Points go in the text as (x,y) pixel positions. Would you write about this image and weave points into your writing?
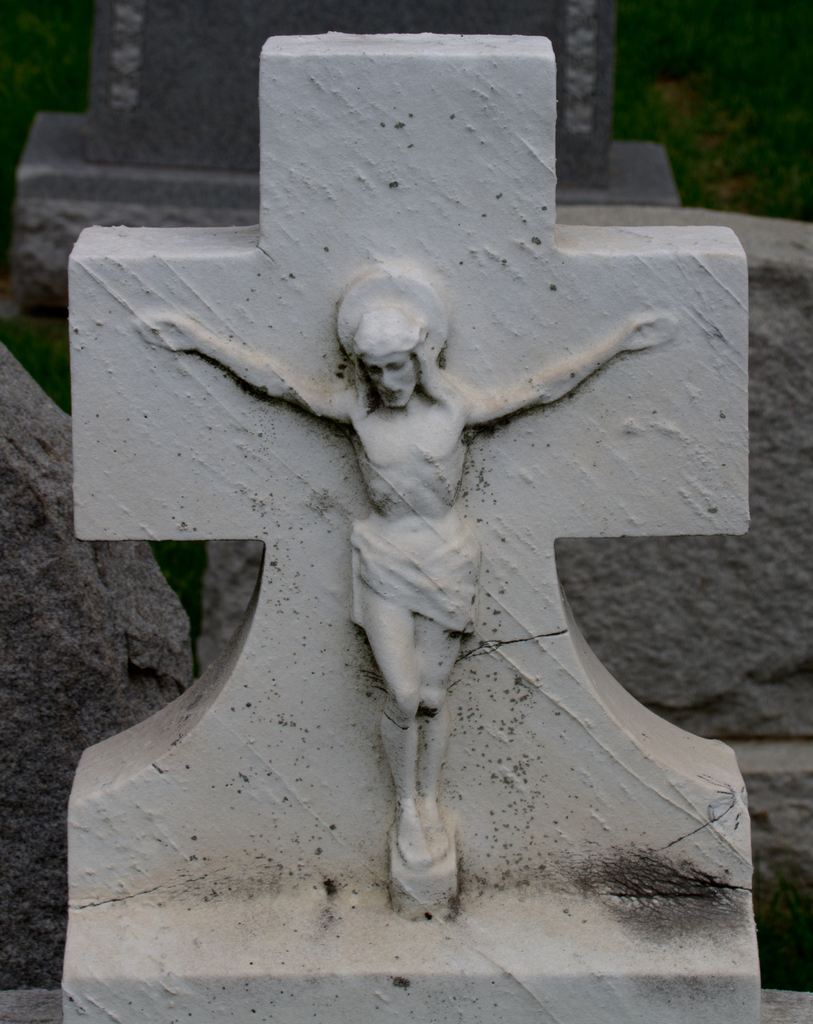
In this image we can able to see Jesus sculpture (366,465) on cross symbol (329,476), behind with it we can see some rocks (183,180).
